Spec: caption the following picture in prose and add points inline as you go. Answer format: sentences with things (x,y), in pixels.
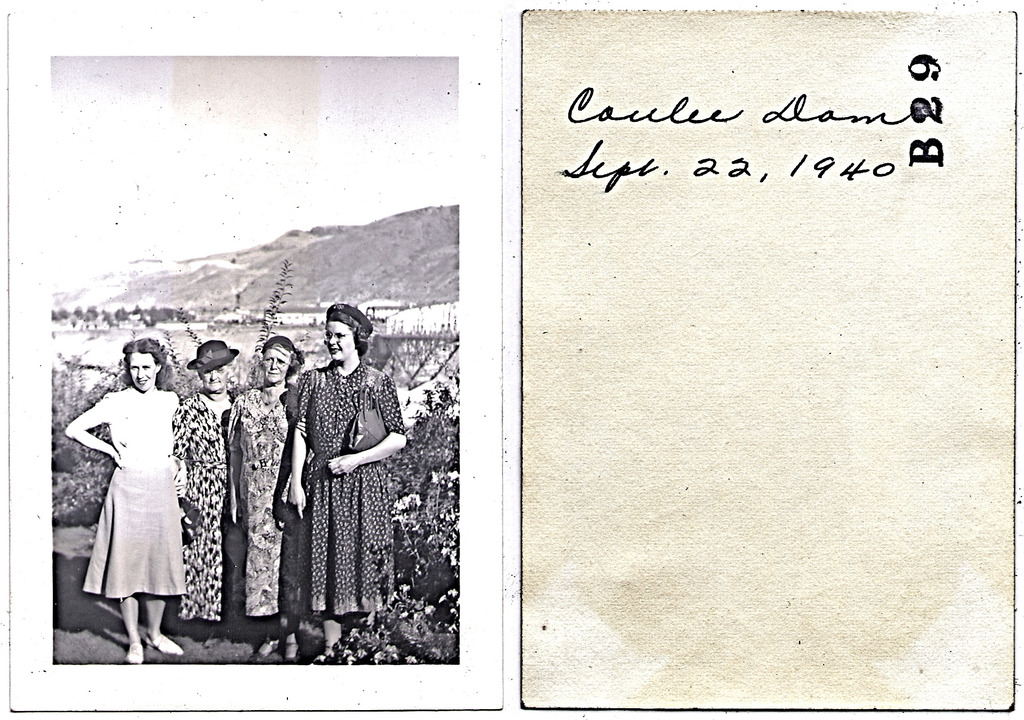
In this image, on the left side (317,707), there is a photo (435,133), in that photo (391,532) we can see four women (203,491) standing and we can see the mountains (227,254), on the right side (932,673) we can see a blank photo (784,263) with some text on it.
